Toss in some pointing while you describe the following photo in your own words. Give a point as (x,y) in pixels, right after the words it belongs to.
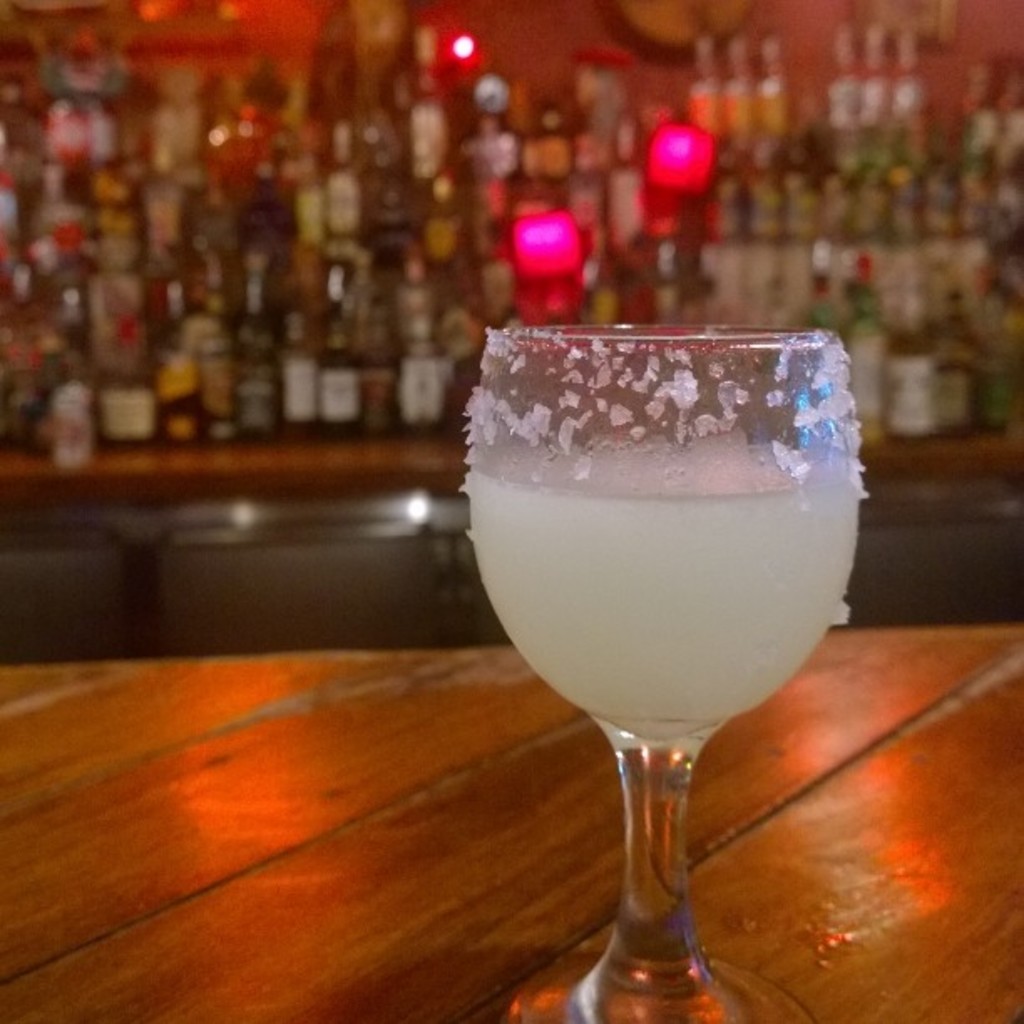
In this image we can see a glass (672,656) with some liquid (675,628) in it on the wooden surface (543,811). In the background of the image (413,307) there are bottles (465,219) arranged in a rack (156,488).
